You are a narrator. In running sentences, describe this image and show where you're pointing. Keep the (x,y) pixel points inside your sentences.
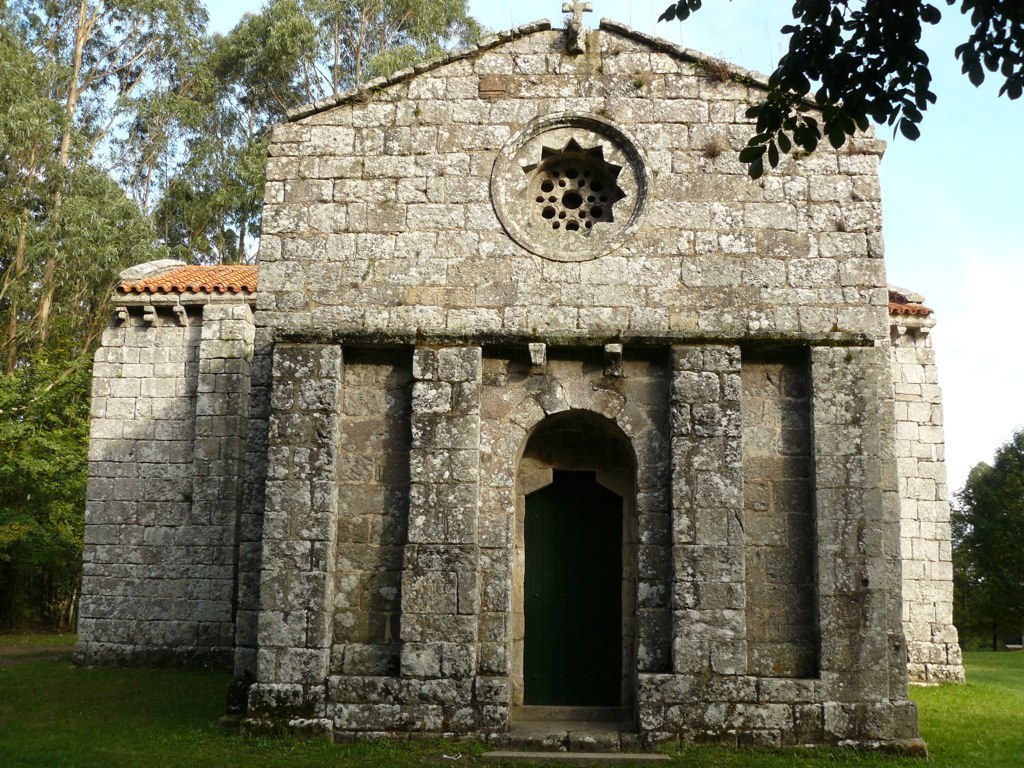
In this picture, we see a castle church (267,721). At the bottom (198,718), we see the grass (228,760). On the left side (157,111), we see the trees (40,451). On the right side (997,613), we see the trees (979,505). In the right top (774,77), we see a tree (916,73) and the sky (933,156), which is blue in color.
